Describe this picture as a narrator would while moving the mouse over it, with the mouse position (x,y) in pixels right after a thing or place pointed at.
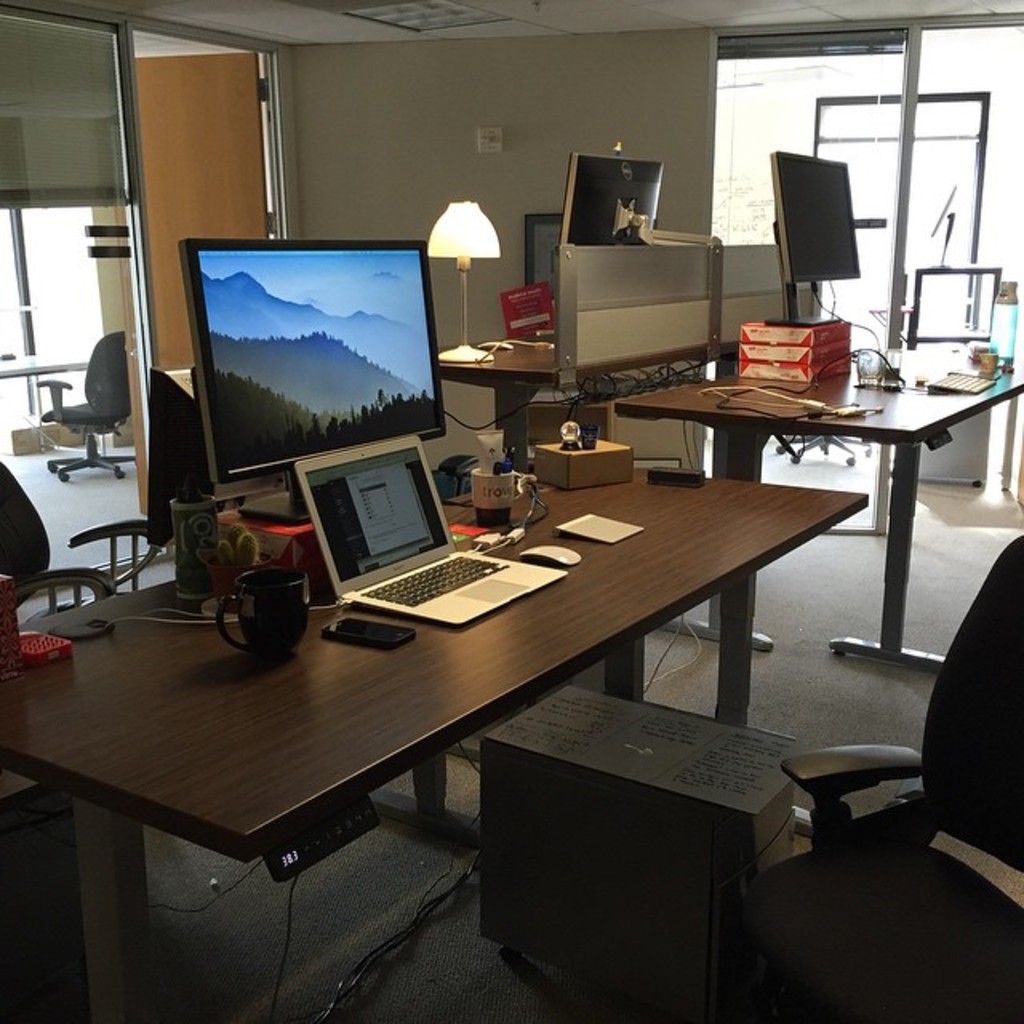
In this picture we can see a table (533,626). On the table (291,809) there is a monitor (352,414), laptop (328,535), cup (282,579), and a box (631,462). These are the chairs (34,517) and this is floor (838,687). On the background (644,129) there is a wall (456,129) and this is lamp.
